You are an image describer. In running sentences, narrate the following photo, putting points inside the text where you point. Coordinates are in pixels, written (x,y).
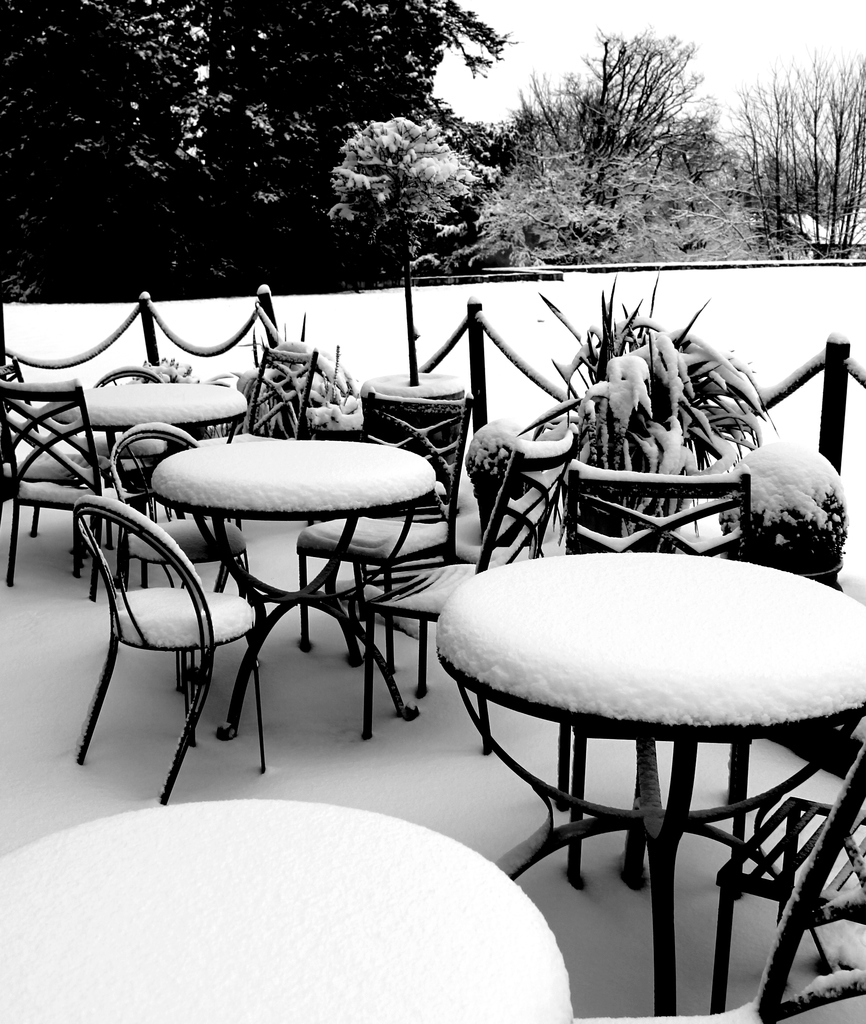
In the image there are tables (190,424) and chairs (151,448) in the front (447,545) with trees (306,166) in the background (564,230), in the middle (549,367) it seems to be snow (710,355), this is a black and white picture.
